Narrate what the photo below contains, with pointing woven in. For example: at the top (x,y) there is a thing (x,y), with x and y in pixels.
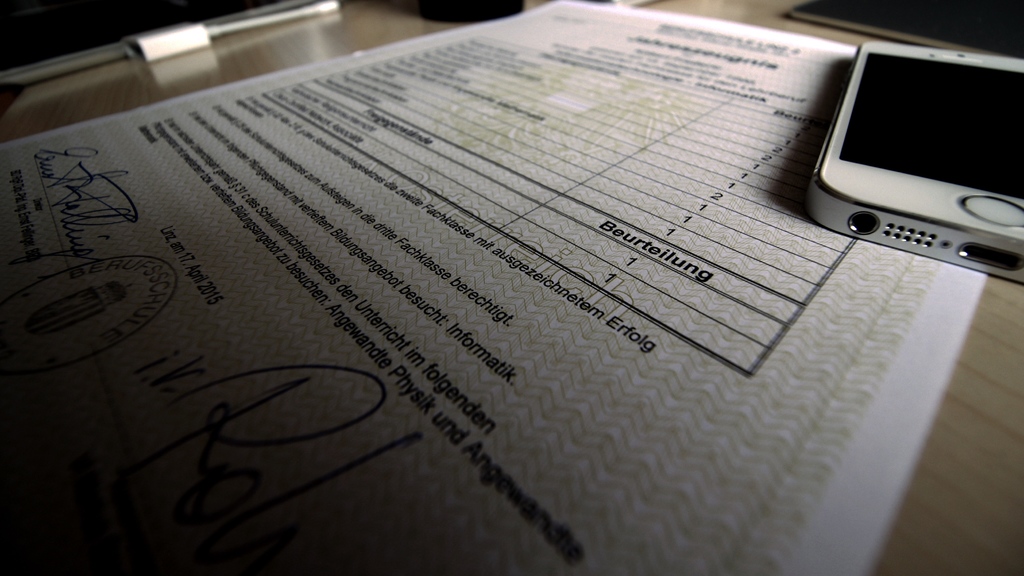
In this picture I can see a paper (347,184) in front (470,99), on which there is something written and on the right side of this picture (922,227), I can see a white color phone (871,131). In the background (1014,13) I can see few things (487,14) and all these things (372,166) are on the brown color surface (372,32).
